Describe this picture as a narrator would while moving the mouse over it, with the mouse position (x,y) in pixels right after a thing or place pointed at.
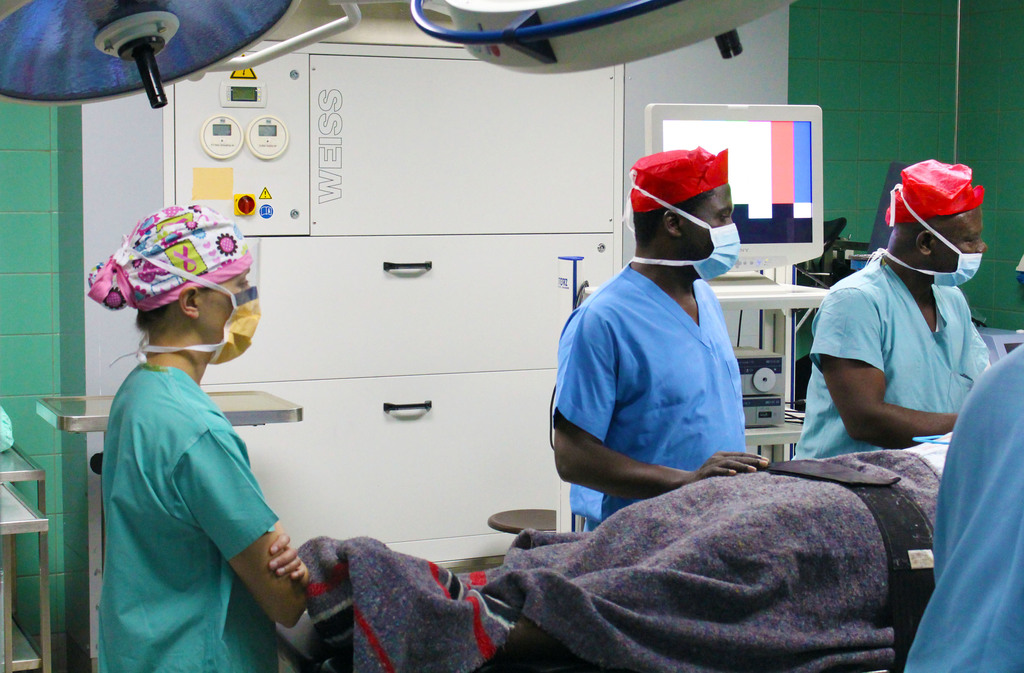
There are some persons (239,479) standing in the middle (666,325) and wearing a mask (236,320) and some caps (206,271). There is a white cabinet (408,227) in the background (464,239). There are some tables (84,419) on the left side of this image (95,411) and there is one monitor (765,266) on the right side of this image (818,250).
